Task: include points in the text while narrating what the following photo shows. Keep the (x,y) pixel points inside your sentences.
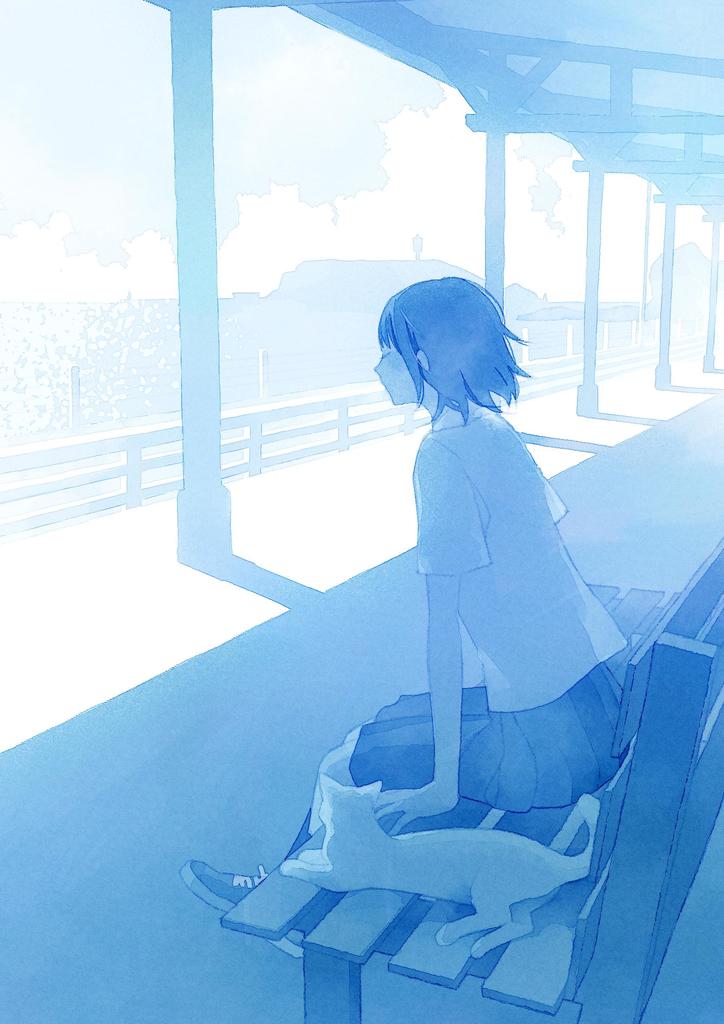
This is an animated picture, in this image we can see a person (498,789) and a cat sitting on the bench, at the top of the image (611,163) we can see some rods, there are some poles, trees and fence (406,428), in the background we can see the sky (306,205).
